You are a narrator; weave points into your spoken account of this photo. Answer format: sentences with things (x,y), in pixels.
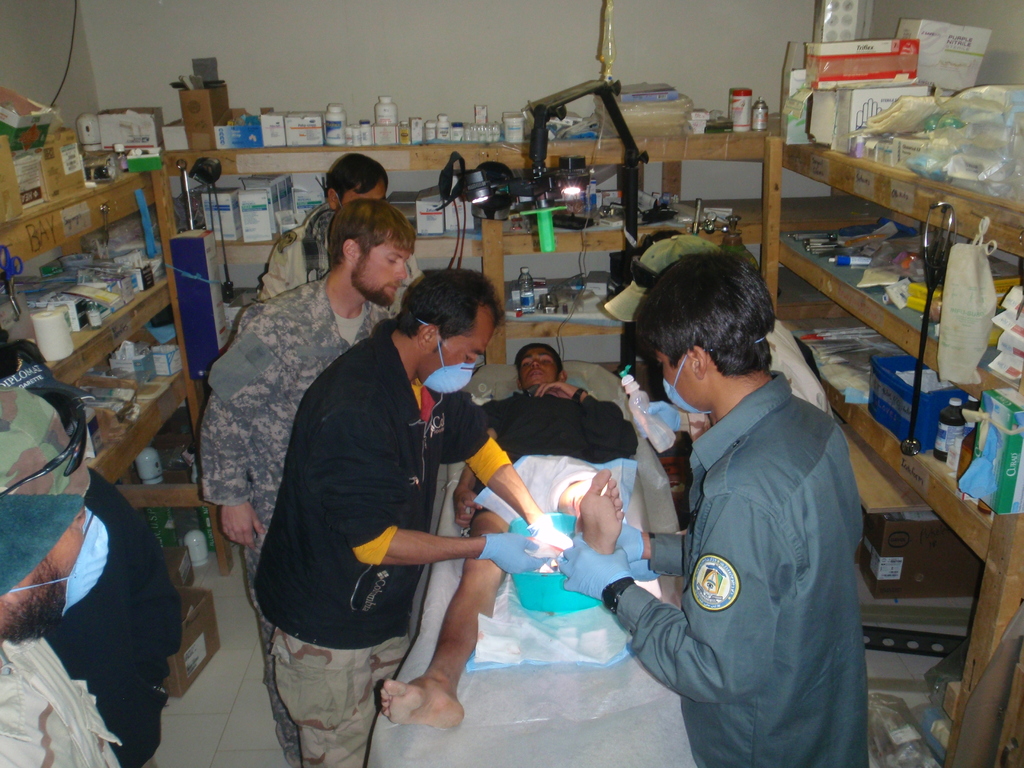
In this image we can see a man (516,436) lying on the stretcher (491,698) and some men (128,611) are standing on the floor (233,688). In the background (140,349) we can see medicines (291,185), cartons (233,132), cotton rolls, stethoscope (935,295) and disposal bottles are placed on the racks (812,230).
